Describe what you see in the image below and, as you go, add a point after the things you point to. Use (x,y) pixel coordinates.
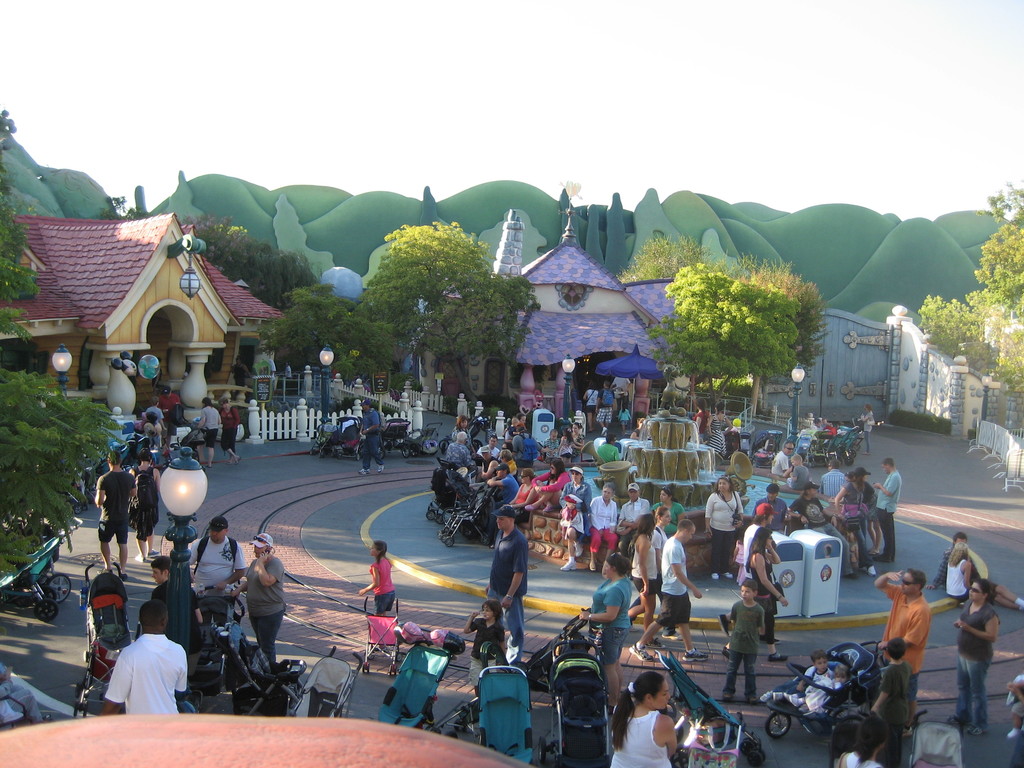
In this image, we can see people (259,643) and some are wearing caps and bags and there are trolleys (487,531) and here we can see a fountain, houses (205,349), lights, trees (795,342), gates (860,401) and we can see railings (403,416) and we can see a structure of hills (917,255). At the bottom (956,514), there is a road (958,488) and at the top (549,100), there is sky (436,71).
